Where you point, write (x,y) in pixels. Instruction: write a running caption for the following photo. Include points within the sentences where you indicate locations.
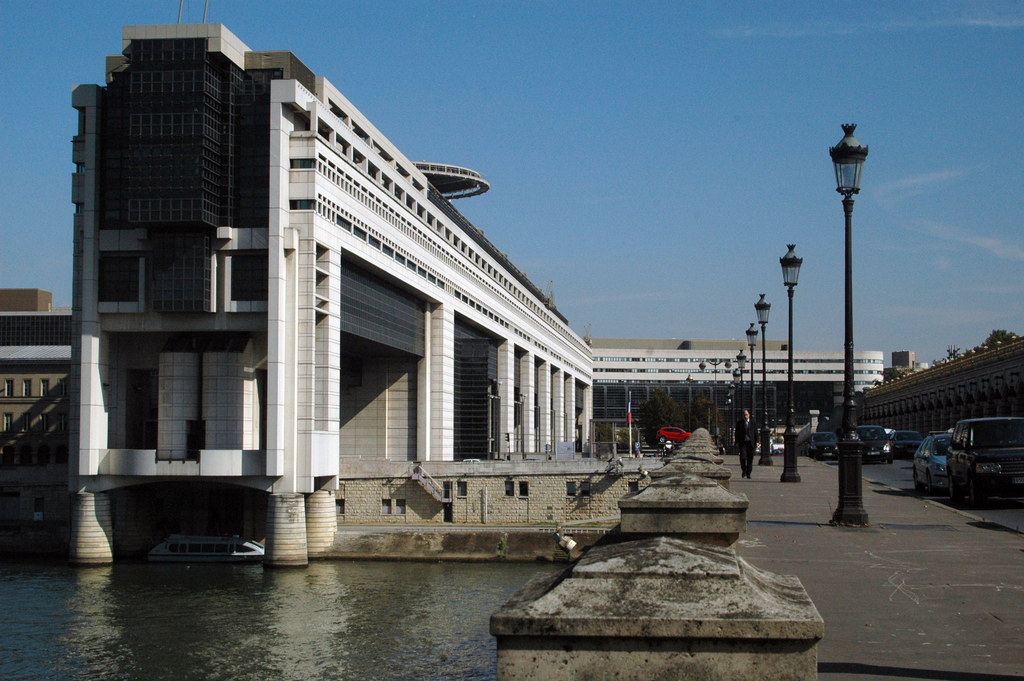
We can see water (394,582), lights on poles (845,503) and vehicles (920,473) on the road (987,516). There is a man (742,458) walking. In the background (300,355) we can see buildings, wall (493,494), tree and sky (713,157).
